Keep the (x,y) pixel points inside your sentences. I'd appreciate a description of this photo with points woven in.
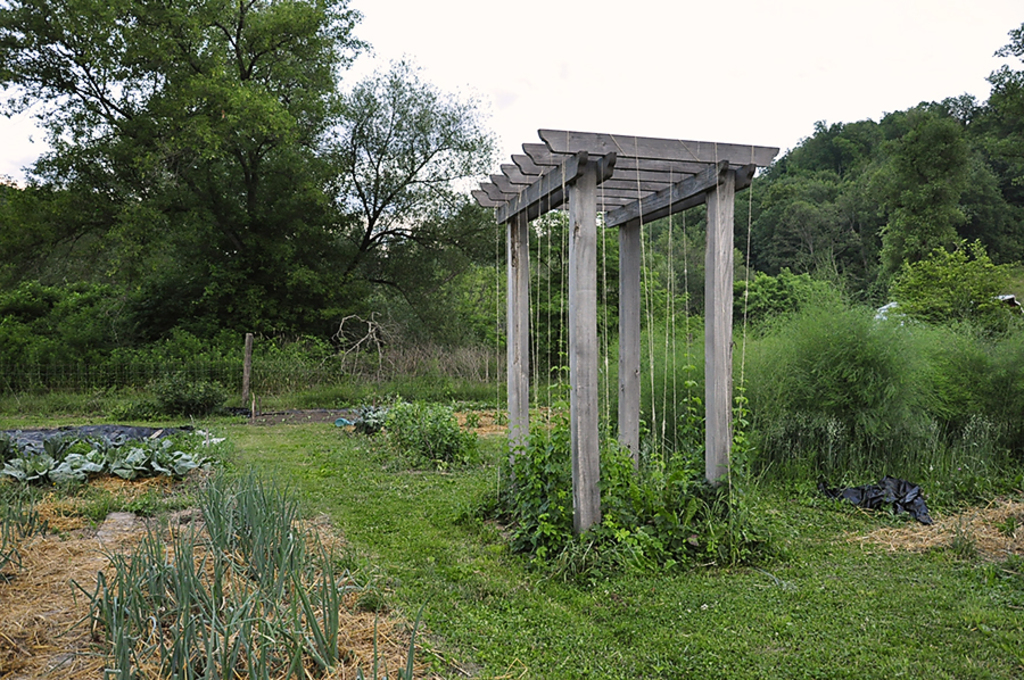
In this image we can see many trees (345,268), there is a wooden stand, there are plants (178,594), there is sky (788,94) at the top (784,112).
